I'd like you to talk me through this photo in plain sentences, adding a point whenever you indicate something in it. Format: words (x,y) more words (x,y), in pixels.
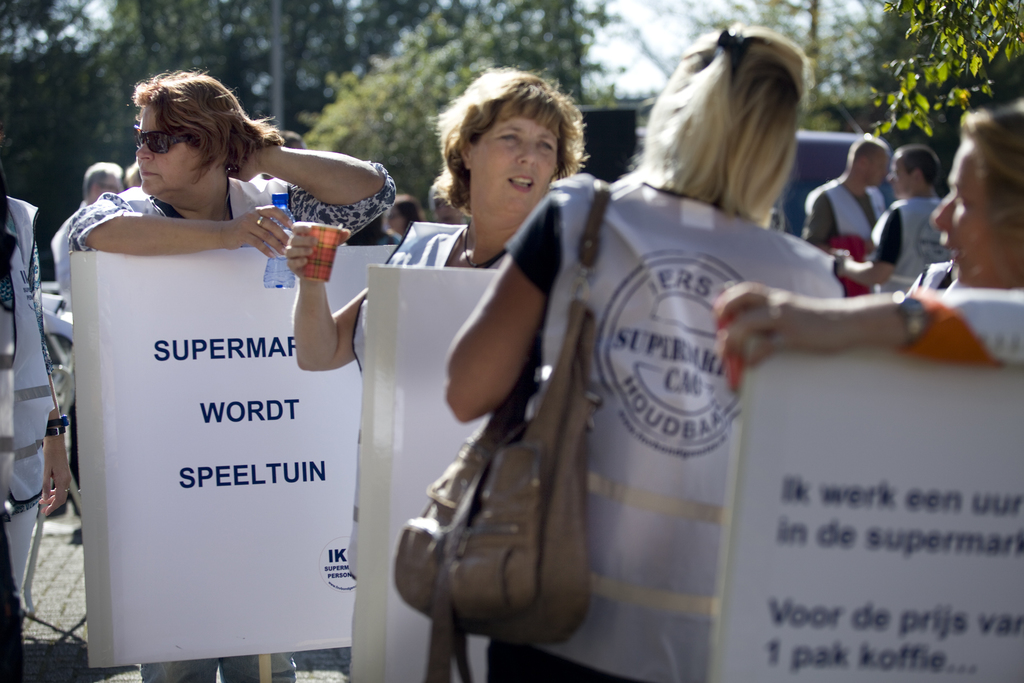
In this picture we can see a group of people (437,253) holding the boards (368,340) and a person (266,248) is holding a bottle (278,232). Behind the people (361,204) there are trees (32,86) and a sky (640,74).
